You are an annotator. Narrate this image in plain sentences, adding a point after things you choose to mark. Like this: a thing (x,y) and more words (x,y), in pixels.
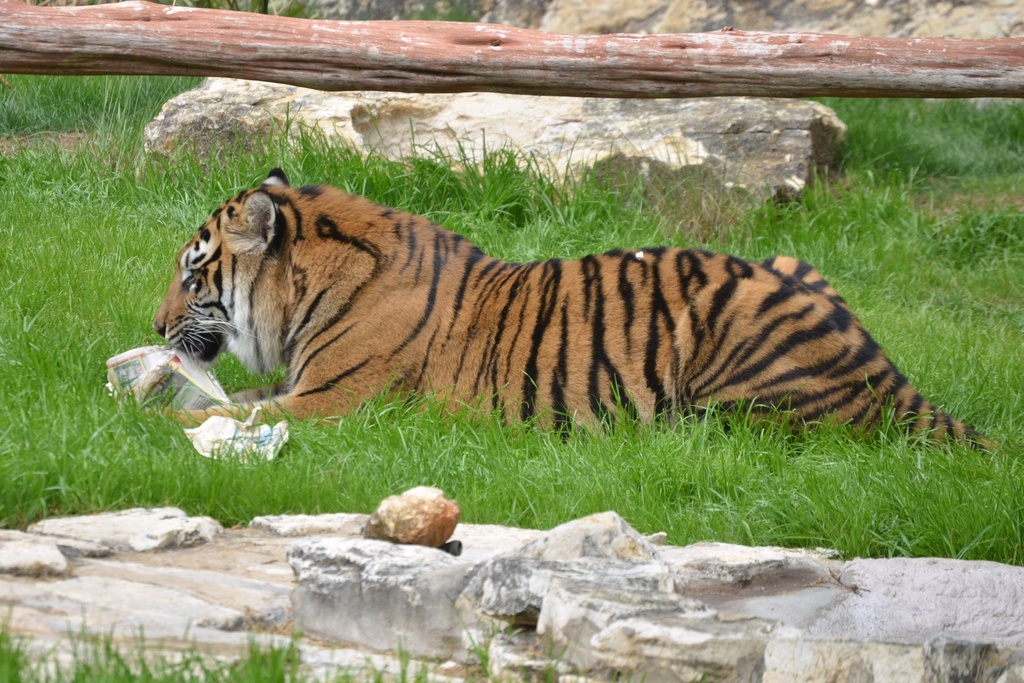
In this picture, we can see a tiger (422,336) with some object (189,406), we can see the ground (407,471) with grass (499,433), stones (339,523), and trunk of tree (895,45).
